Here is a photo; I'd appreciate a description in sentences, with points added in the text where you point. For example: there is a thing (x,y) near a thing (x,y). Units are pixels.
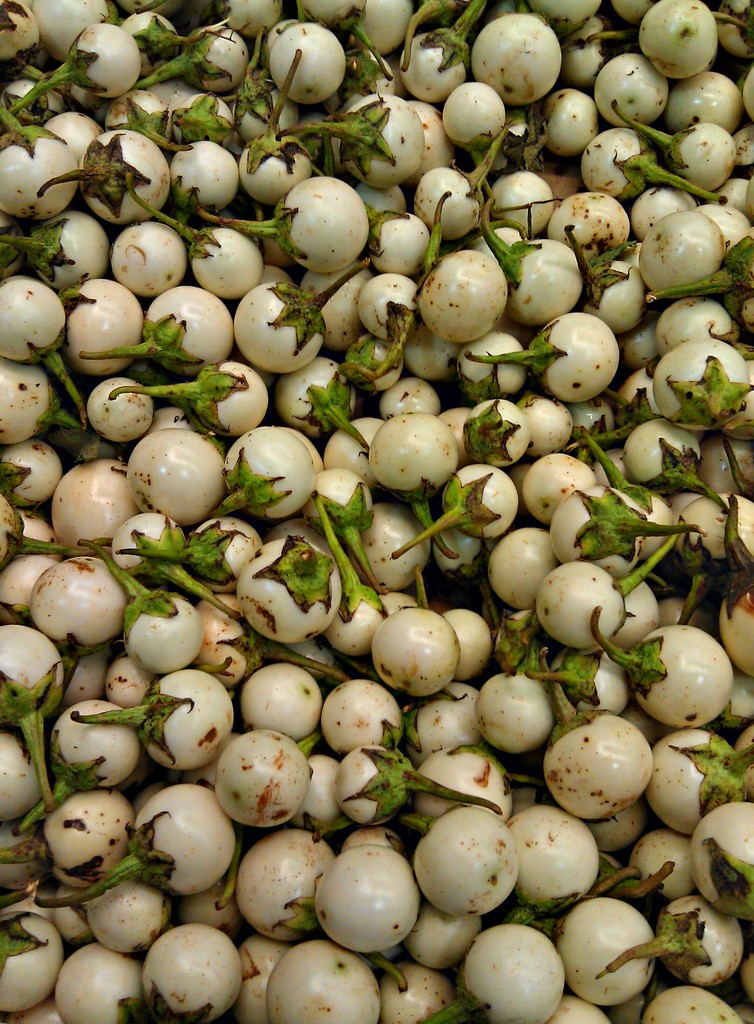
These are the vegetables (587,707) which are in white color.
